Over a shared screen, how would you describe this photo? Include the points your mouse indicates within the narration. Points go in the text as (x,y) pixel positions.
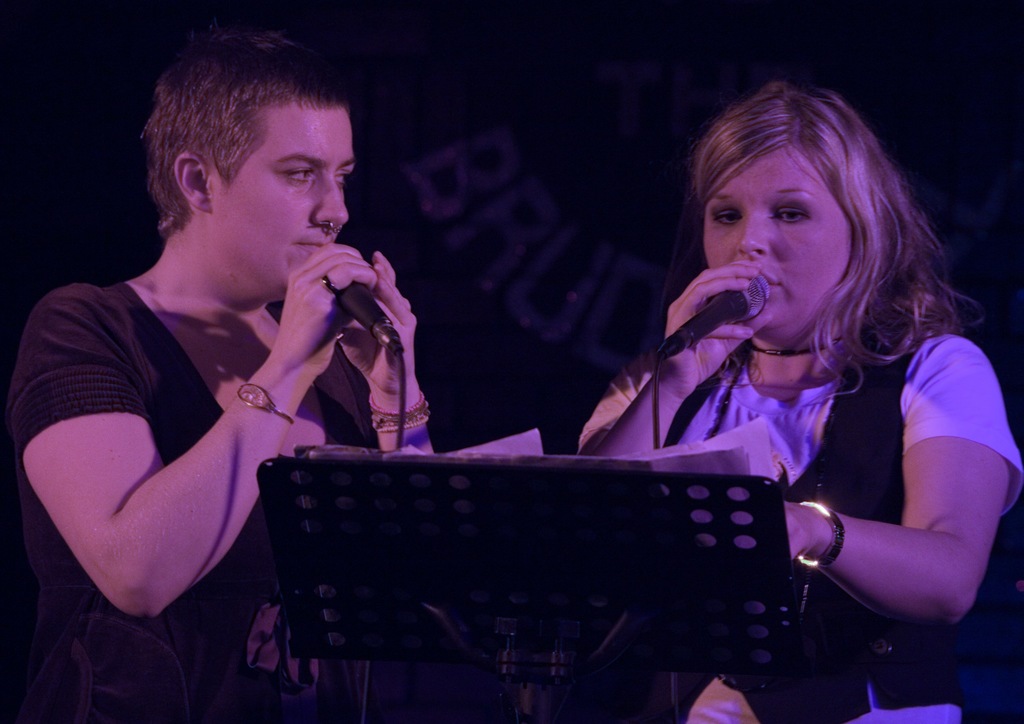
In this image, we can see people (300,207) and are holding mics (399,342) and we can see a podium (589,592) and some papers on it. In the background (496,187), there is some text (496,187).
